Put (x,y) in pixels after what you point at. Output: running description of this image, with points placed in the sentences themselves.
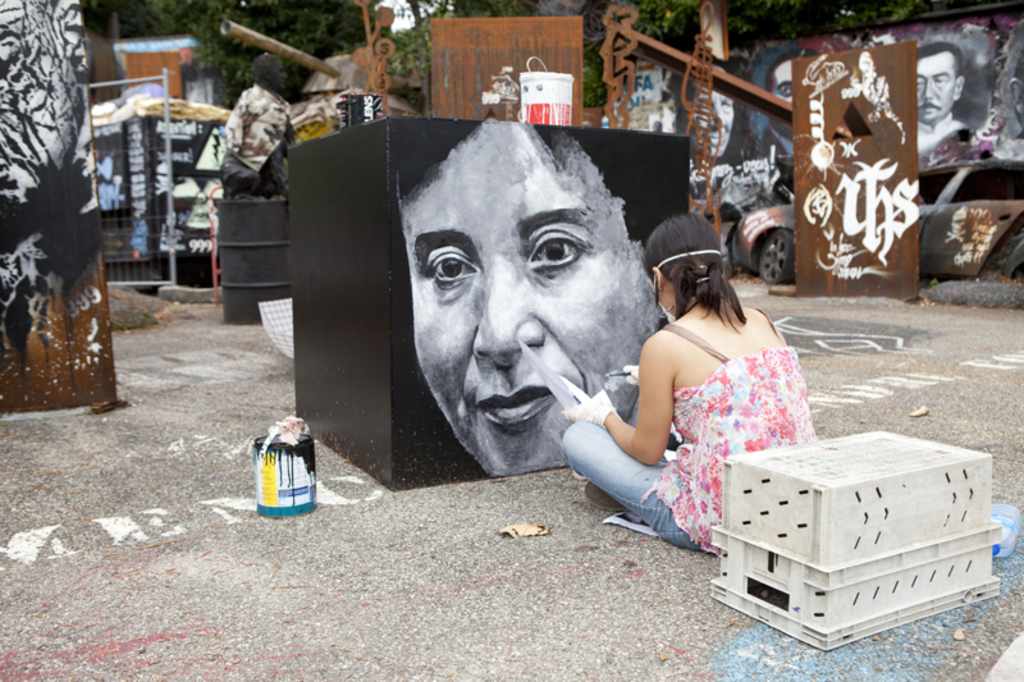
Here in this picture in the middle (588,436) we can see a woman (620,429) sitting on the ground (554,474) and in front of her we can see a box (474,150), on which she is painting a face (442,340) and behind her we can see a plastic box (759,496) present and in front of her on either sides we can see walls (778,157) and boards (473,59) all painted with something on it present and we can also see paint buckets (268,445) present and we can see she is wearing gloves (611,410) on her hands (611,410) and mask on her face (661,294).
